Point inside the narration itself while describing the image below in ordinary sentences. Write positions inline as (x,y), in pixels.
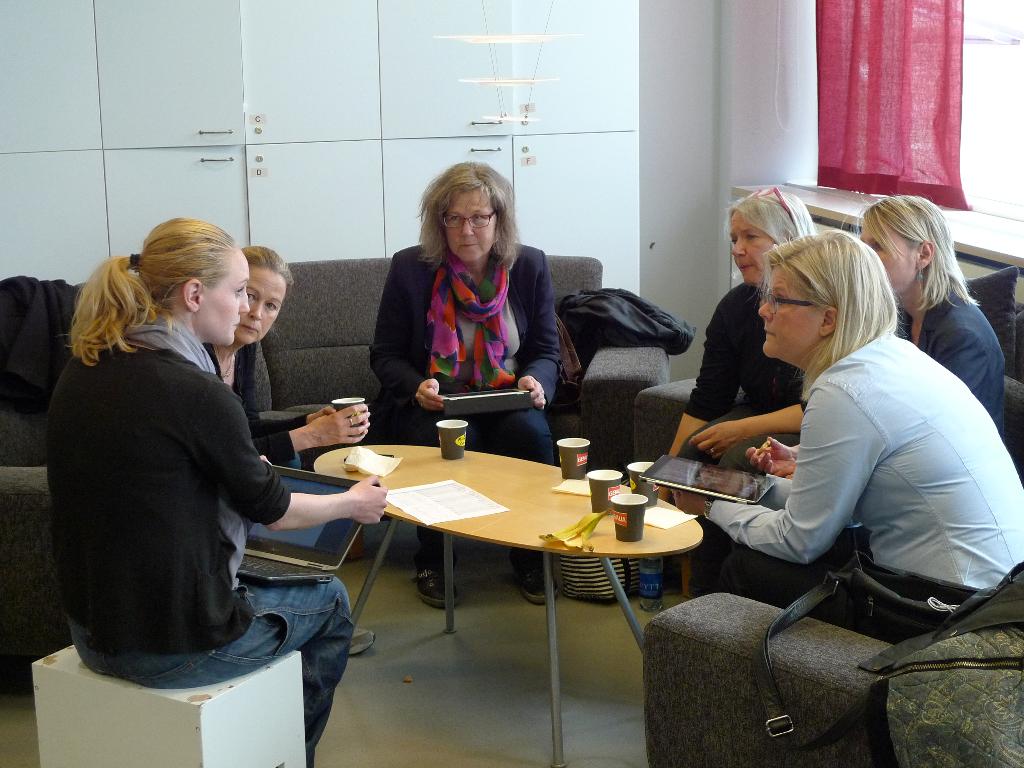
There are many ladies (463,336) sitting. A lady (189,482) wearing a black shirt (157,503) is holding a laptop (309,554). A lady (446,350) wearing a pink scarf (443,311) is holding a tab (485,404). In front of them there is a table (485,481). On the table (516,510) there are cups (571,465), banana peel (573,525) and papers (454,502). There is a sofa stool (248,703) in this room (797,643). There is a bottle (644,580) and bag (583,580) on the floor (597,611). In the background (449,136) there is a wall (782,154) and curtain (833,160).
